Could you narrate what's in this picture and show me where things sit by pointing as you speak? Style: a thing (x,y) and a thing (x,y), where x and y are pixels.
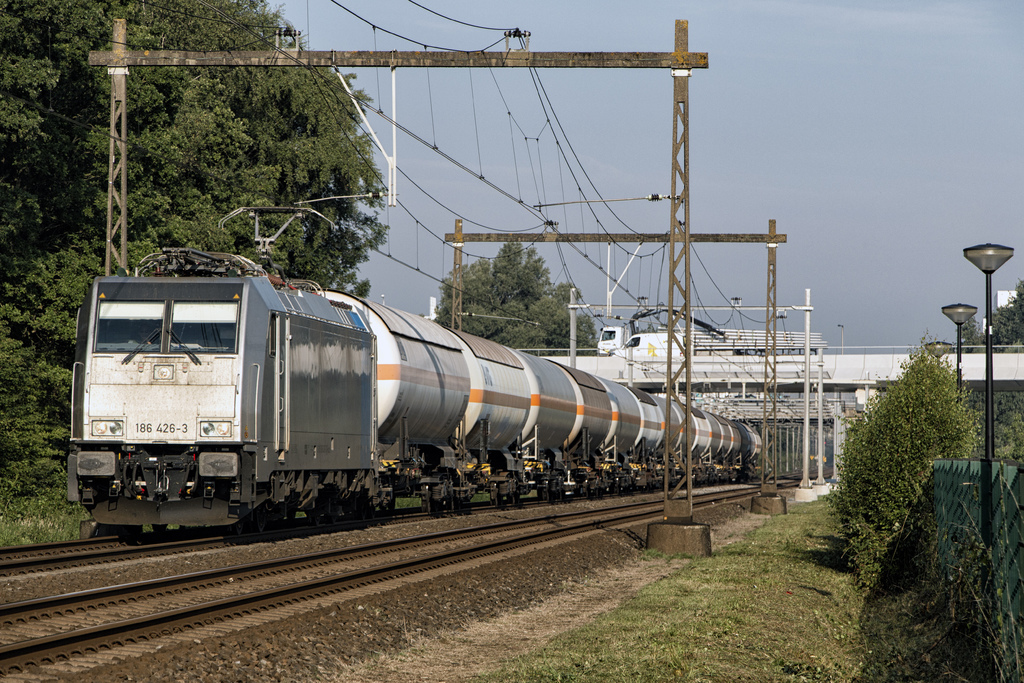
In this image there is a goods train (343,432) on the tracks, besides the train (268,429) there are electric poles (119,72) with cables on it, on the either side of the train (270,388) there are lamp posts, bushes (851,449) and trees (143,230), in the background of the image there are buildings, at the top of the image (787,163) there is the sky (787,163).
